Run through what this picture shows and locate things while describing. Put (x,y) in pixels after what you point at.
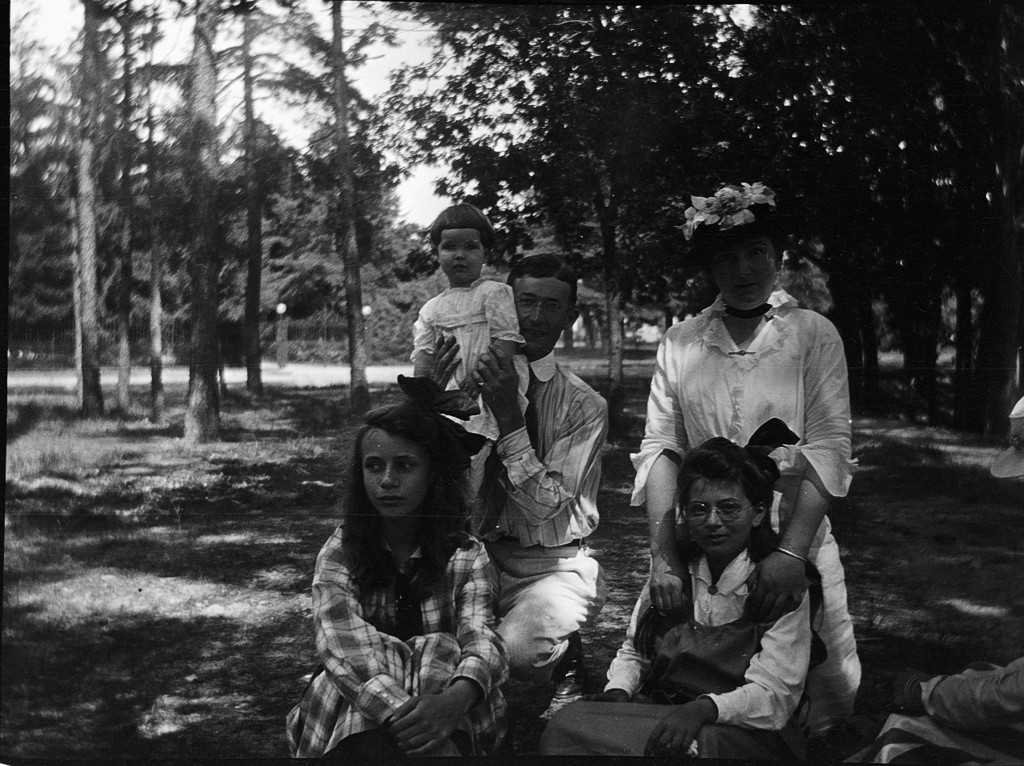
This image consists of five persons (690,642) in the front (510,468). It looks like a black and white image. At the bottom (139,595), there is grass (157,572) on the ground (172,368). In the background (819,107), there are trees (332,178). At the top (173,50), there is sky (321,65). On the right (954,693), there is another person (973,674) wearing a hat (1020,474).
